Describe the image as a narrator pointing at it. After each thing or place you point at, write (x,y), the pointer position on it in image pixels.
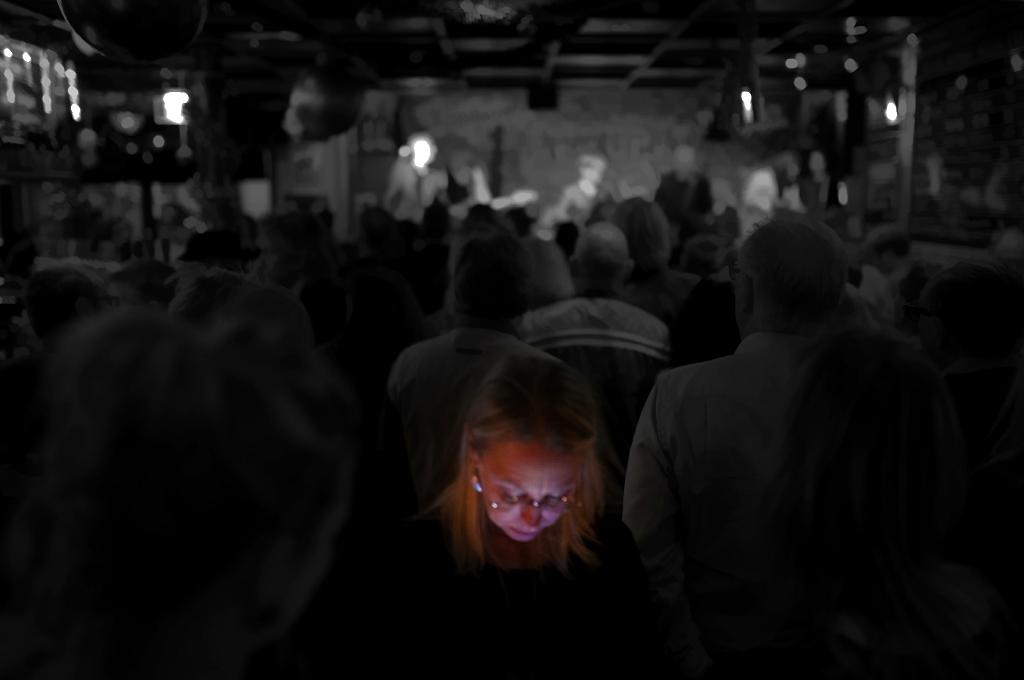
In this image we can see a person (614,569) with a light (521,532) on her face (506,467). Here we can see many people (758,471). The background of the image (240,37) is slightly blurred.
